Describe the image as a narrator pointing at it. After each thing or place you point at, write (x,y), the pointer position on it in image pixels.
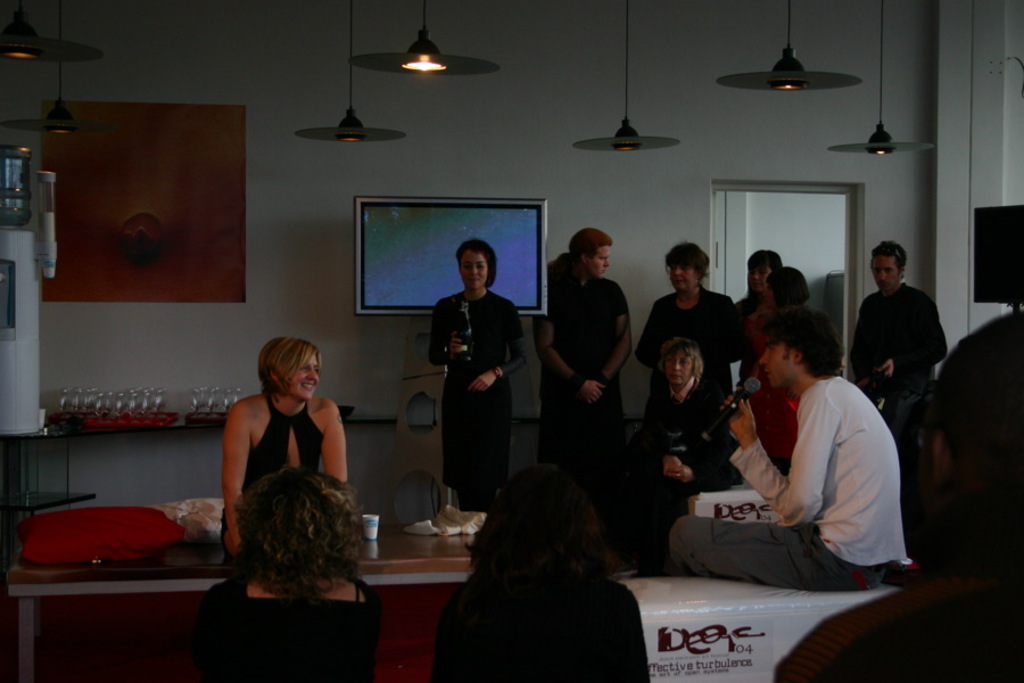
Here we can see three persons (697,352) are sitting on the tables (715,637). There is a pillow (198,515) and this is glass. Here we can see some persons (693,281) are standing on the floor (391,633). On the background (287,280) there is a wall (287,317) and this is frame (477,242). These are the lights (774,90) and there is a door (749,242).
